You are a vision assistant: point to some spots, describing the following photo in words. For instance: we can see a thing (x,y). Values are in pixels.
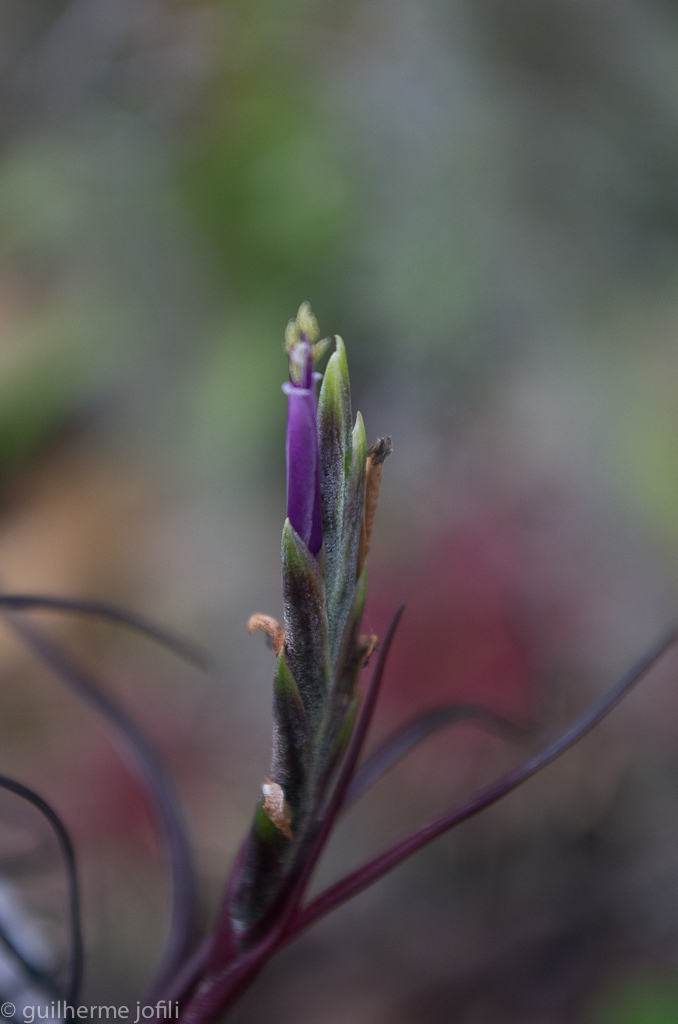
In this image we can see a plant (261,959) which has a violet color flower (320,527) and the background of the image (481,768) is in a blur.
